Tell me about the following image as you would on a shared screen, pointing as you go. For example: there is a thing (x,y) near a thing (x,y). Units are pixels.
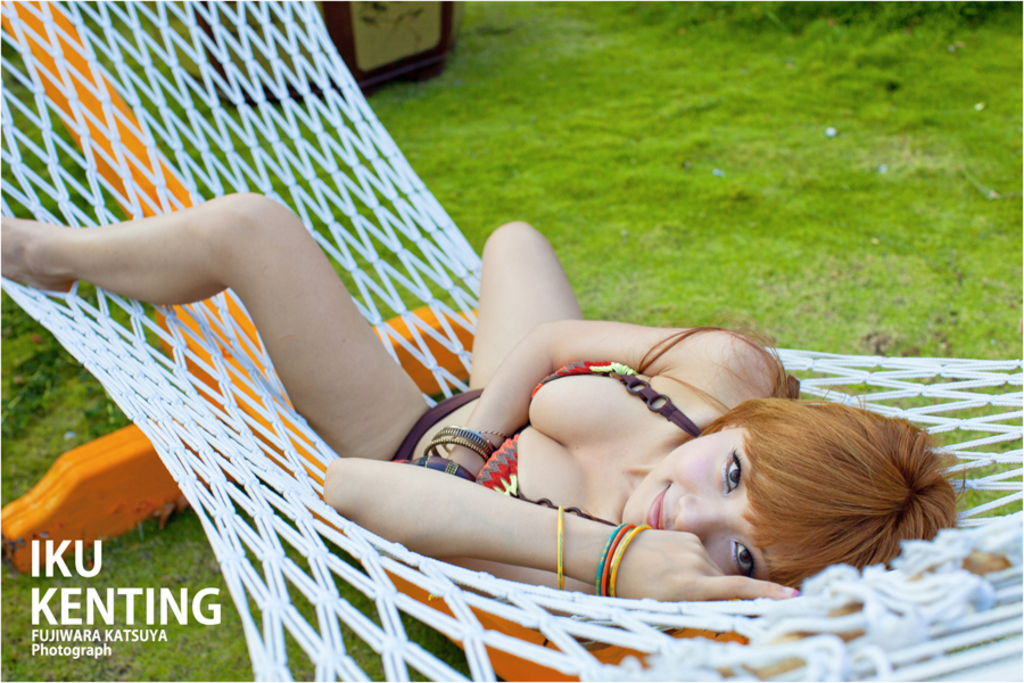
In this image, we can see a person (644,408) lying on the net (48,14). We can see the ground (158,550) covered with some grass (200,547) and objects (140,509). We can also see some text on the bottom left corner (30,651).
